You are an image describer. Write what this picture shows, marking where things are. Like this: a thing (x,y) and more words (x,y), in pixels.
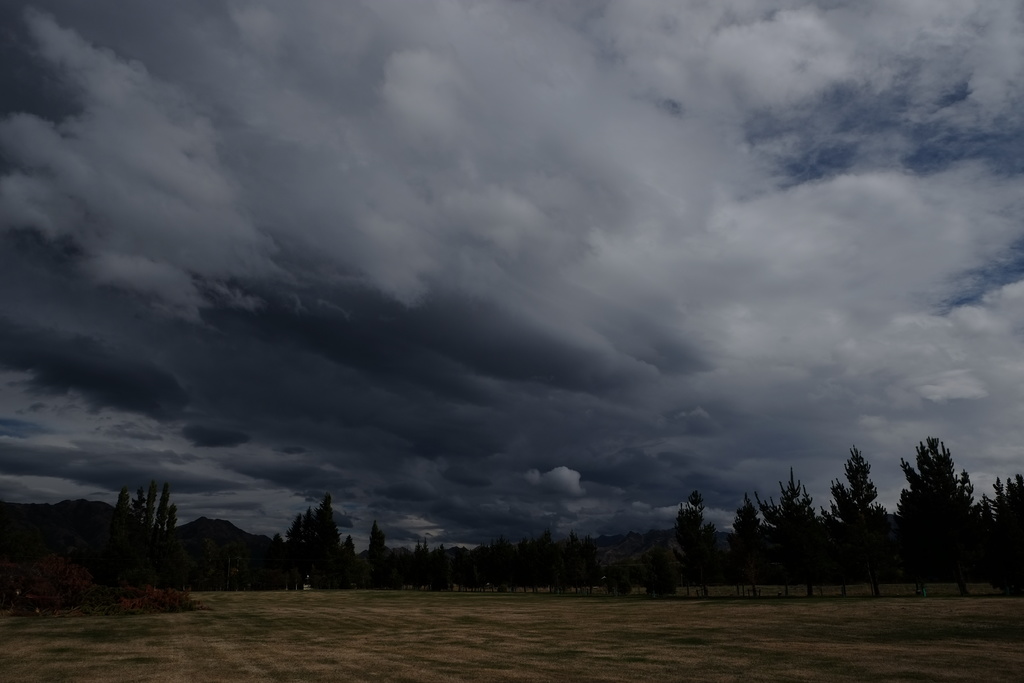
In this image we can see trees (859,557), grass (381,635), sky (305,472) and clouds (621,121).
